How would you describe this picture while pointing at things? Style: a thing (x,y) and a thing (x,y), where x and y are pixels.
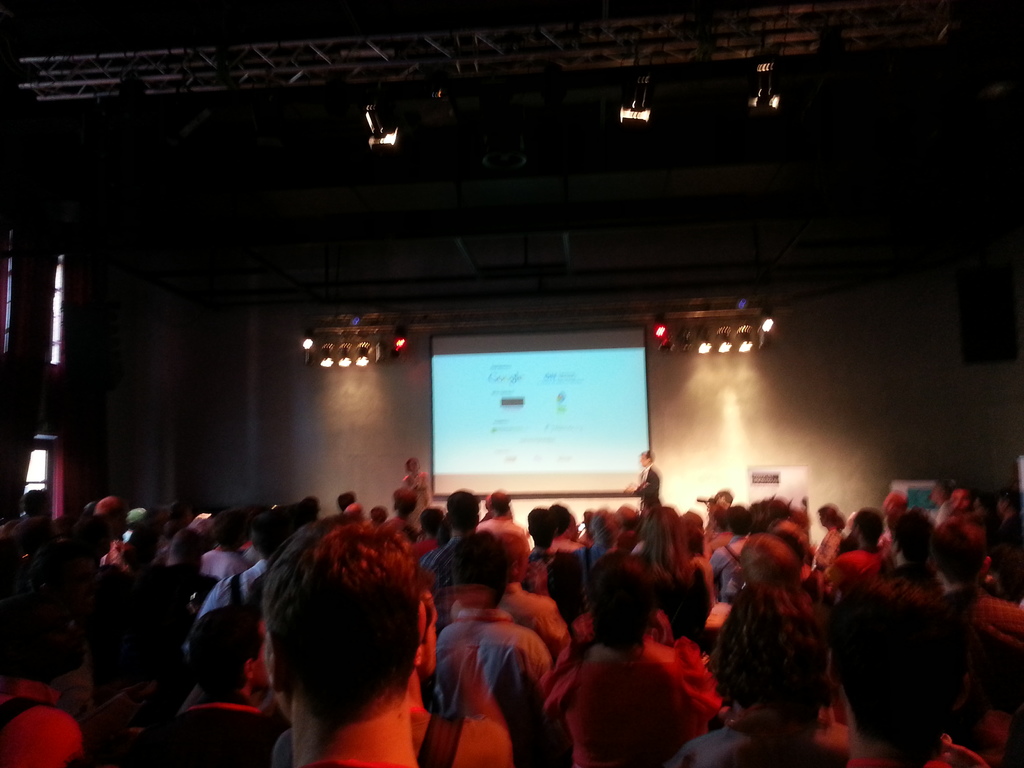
In this image we can see many people (549,589). In the back (509,379) there is a screen (526,383). Near to that there are lights (360,340) on a stand (645,320). Also there is a wall (866,412). At the top (125,88) there is a stand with some objects (376,133). On the left side (65,420) there are windows (44,462) with curtains (67,340).
